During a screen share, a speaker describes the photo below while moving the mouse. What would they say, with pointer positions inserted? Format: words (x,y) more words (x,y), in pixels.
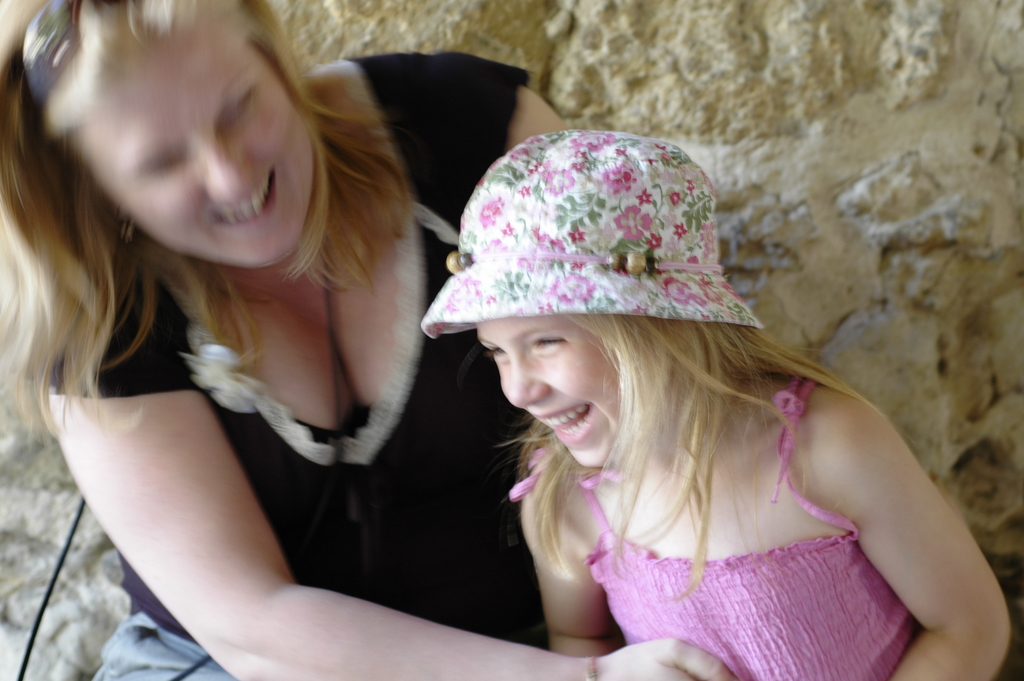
This woman (422,407) and girl (658,480) are smiling. This girl (613,344) wore cap (626,309). Background (864,91) there is a cream wall (830,133).
